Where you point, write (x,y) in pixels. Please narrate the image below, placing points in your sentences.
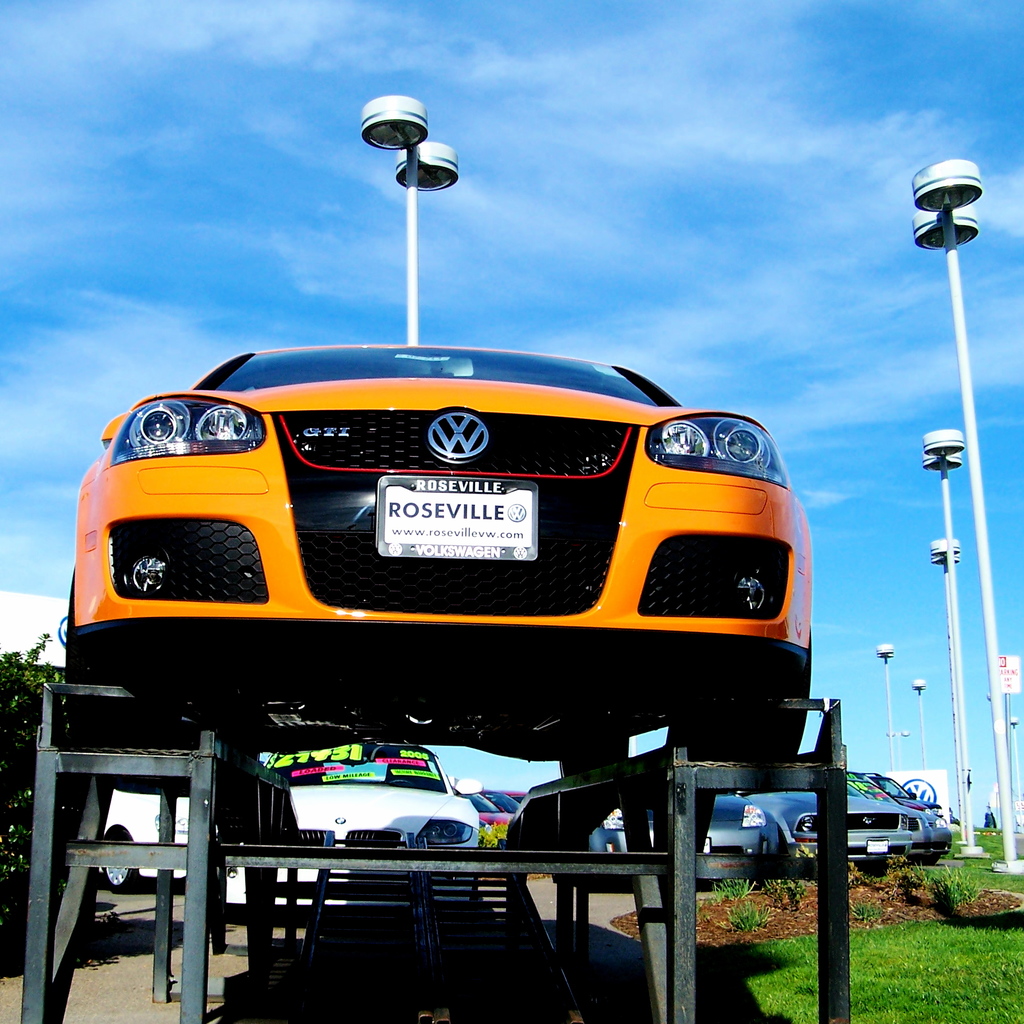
In this image, we can see orange car (314,638) is placed on the stand (202,833). Background (907,791) we can see so many vehicles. At the bottom (106,996), there is a walkway (127,992), few plants (20,931), grass (810,973) we can see. Background (298,292) there are so many poles (974,423) with lights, road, sign board (1006,683) and sky (647,208).
